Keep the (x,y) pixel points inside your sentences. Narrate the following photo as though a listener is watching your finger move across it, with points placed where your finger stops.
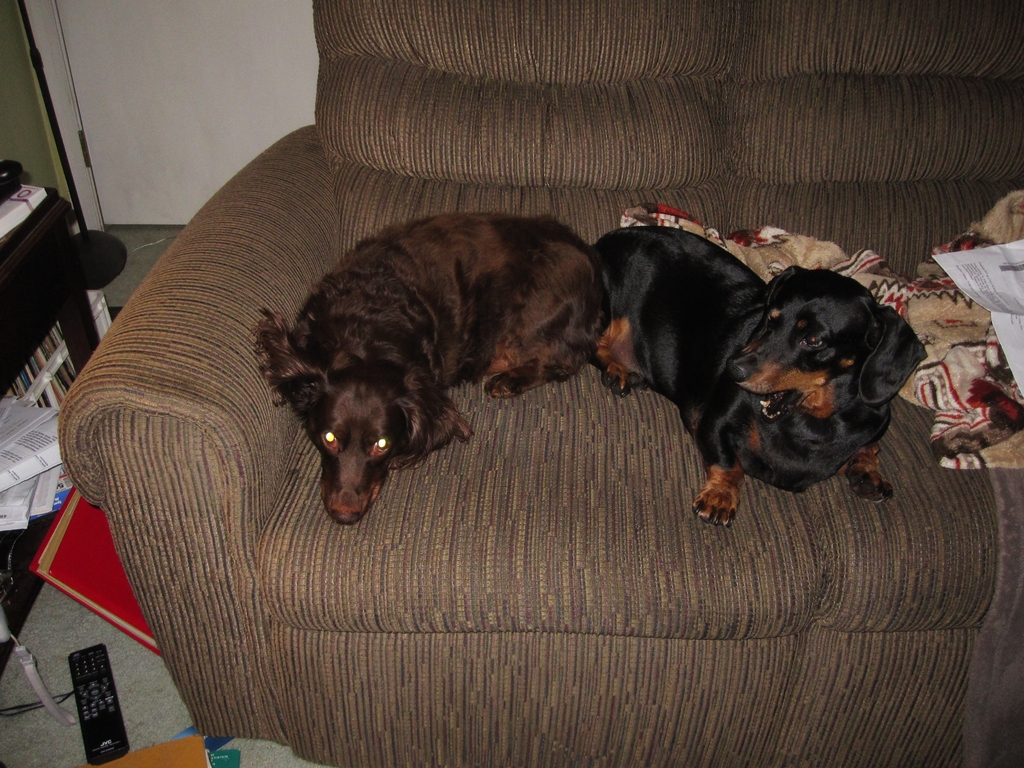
In this image there are two dogs (693,424) on the sofa (575,424), beside the dog (871,354) there is a blanket (965,366) and papers (1007,278). On the left side of the image (156,750) there is a table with some books (61,587) arranged and there are few objects (67,556) placed on the floor (142,722). In the background (190,115) there is a wall (10,64).
